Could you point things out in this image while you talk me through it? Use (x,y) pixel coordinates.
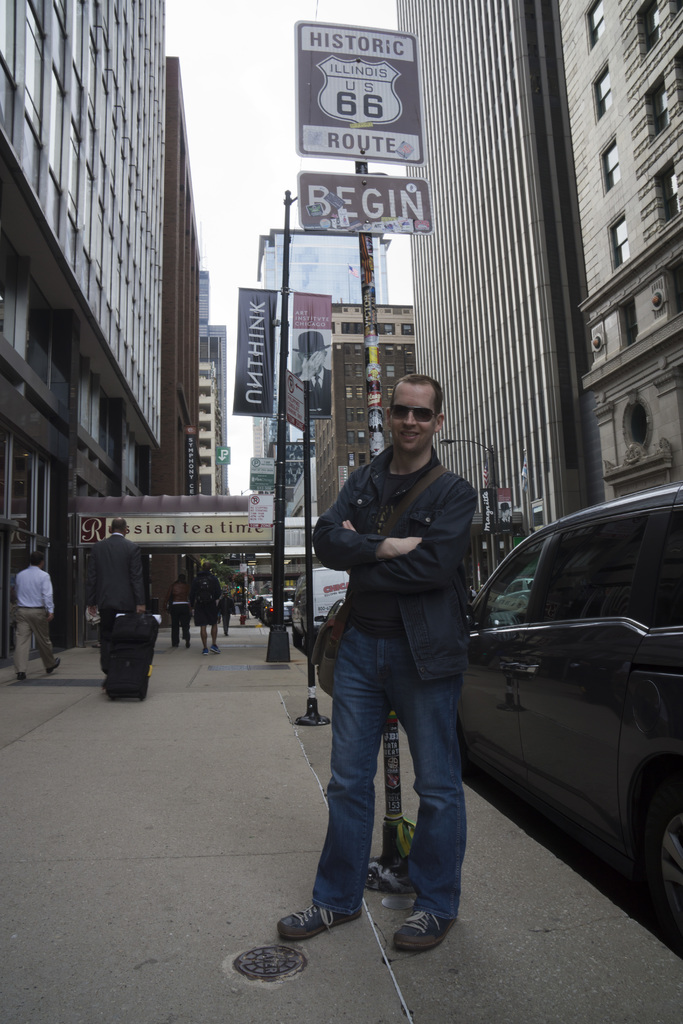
There is a man (419,695) standing and carrying a bag (336,647) and smiling, behind him we can see boards (355,219) and banners (321,393) on poles (279,613). We can see vehicles (616,655). In the background (78,566) we can see people (29,570), buildings (157,237) and sky (232,197). This man (125,608) holding a bag (118,680).
